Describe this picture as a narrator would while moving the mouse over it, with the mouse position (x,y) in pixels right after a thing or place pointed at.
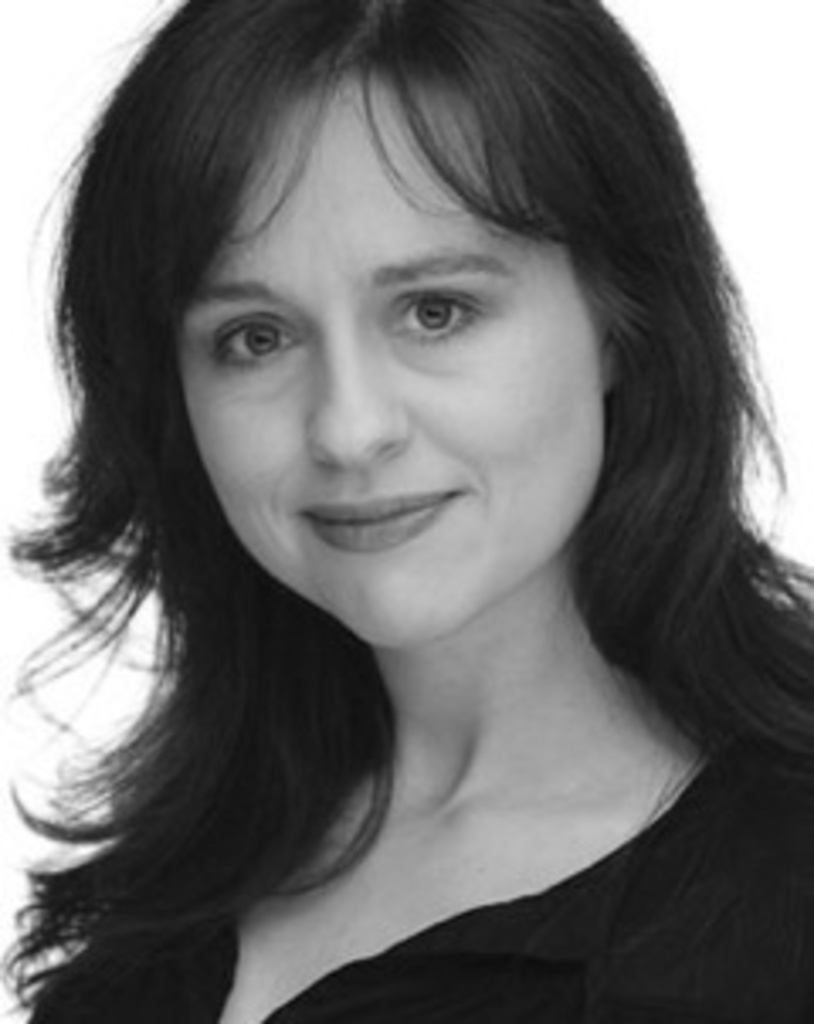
This is a zoomed in picture. In the center (274,663) there is a woman (241,820) wearing black color dress (559,933) and smiling. The background of the image (711,17) is white in color.
